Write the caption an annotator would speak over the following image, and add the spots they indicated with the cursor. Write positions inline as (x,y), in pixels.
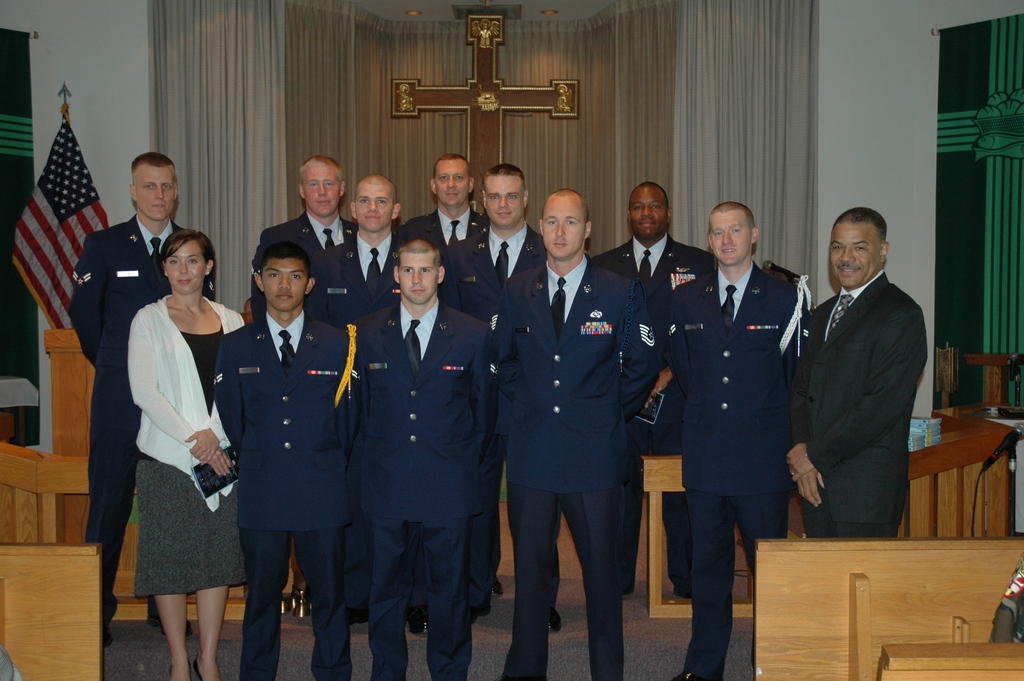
In this image we can see few people (658,372) standing in a room (335,447), there are few objects (930,435) on the table (969,468), there is a mic (1009,436) and few wooden objects (945,511) in front of the people (847,508), there is a flag (66,206), curtains (718,122) and an object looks like a cross (492,85) in the background (510,104).
